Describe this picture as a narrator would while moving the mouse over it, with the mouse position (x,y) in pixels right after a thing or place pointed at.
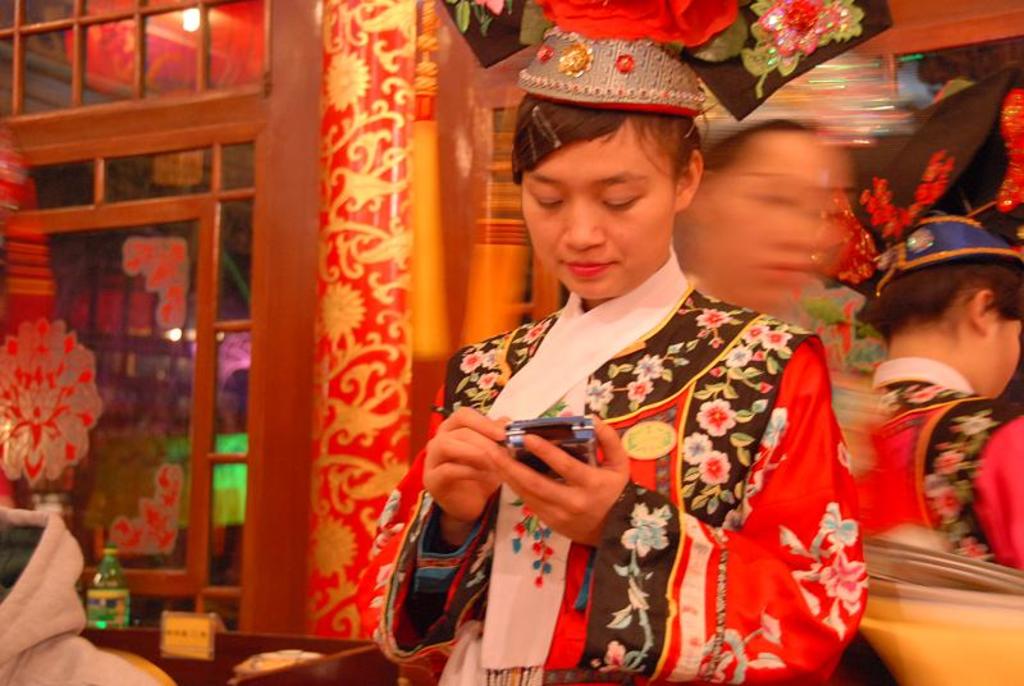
In this image I can see three persons (719,506), bench (305,639), bottle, door (192,548) and lights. This image is taken may be in a hall (322,346).
